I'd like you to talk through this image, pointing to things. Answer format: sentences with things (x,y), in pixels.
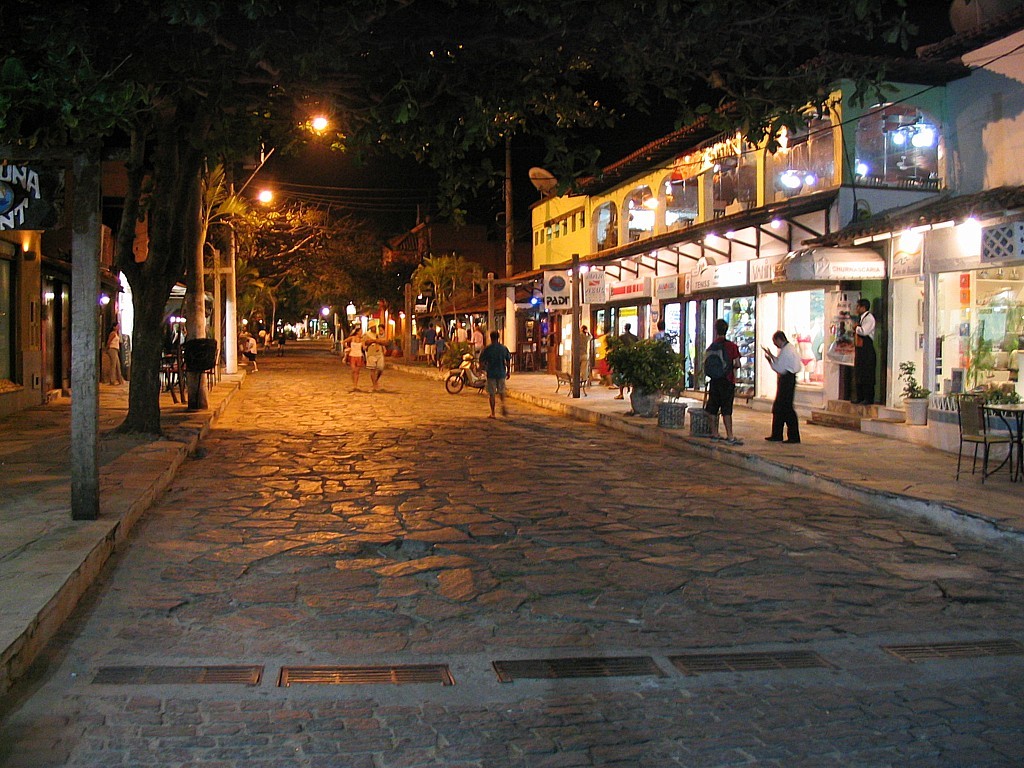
In the middle of the image (492,339) on the road (483,555) there are few people (492,339). On the right side of the image (790,401) on the footpath (990,499) there are few people (728,391) walking and also there are stores (821,353) with name boards (845,267) and glass walls (804,299). And there are some other things (981,427). On the left side of the image (104,310) on the footpath (79,551) there are stores (125,350). In the image there are many trees (197,293) and also there are poles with lights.
